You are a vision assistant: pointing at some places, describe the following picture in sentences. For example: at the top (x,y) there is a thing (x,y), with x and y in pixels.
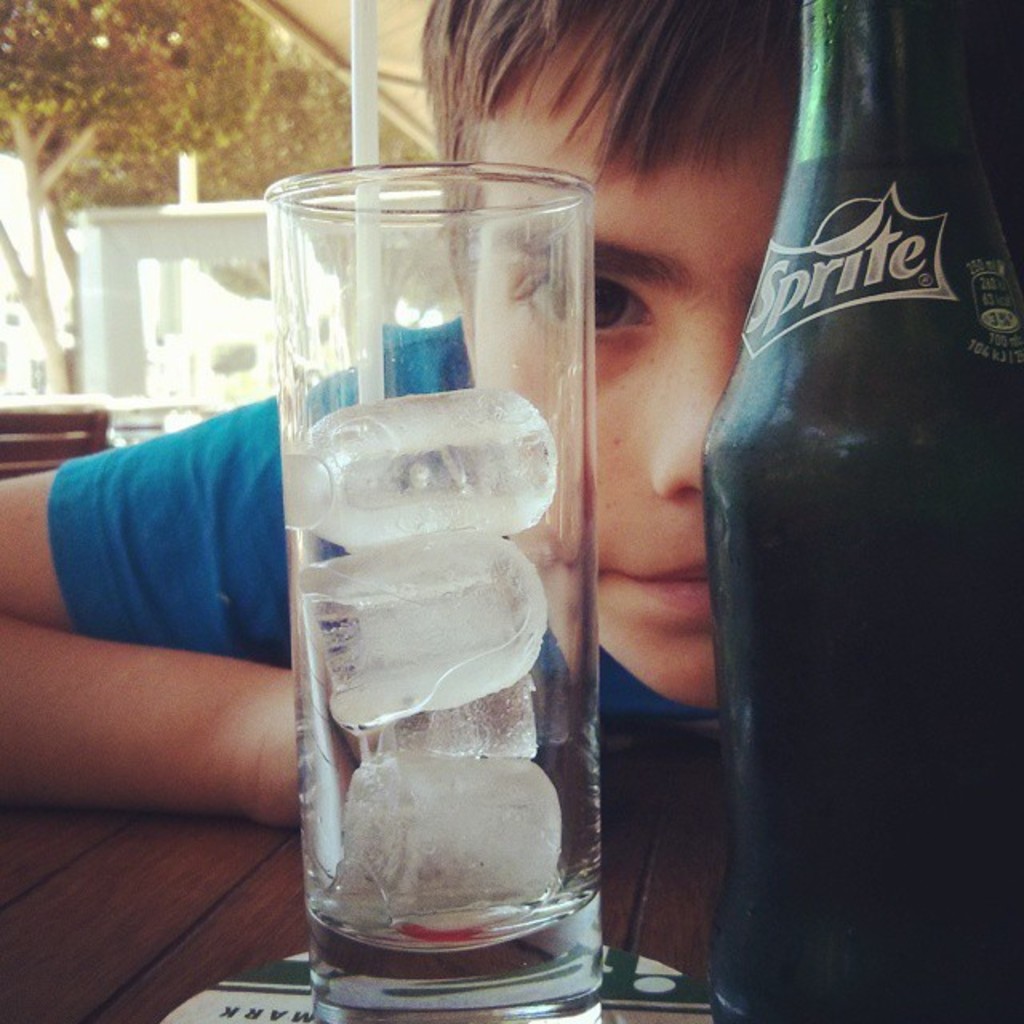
In this image there is a boy (690,343) sitting. There is a table (291,890). There are glass (494,675) and bottle (822,749) on the table (103,980). There is building (220,350) in the background (252,354). There are trees (6,139).
